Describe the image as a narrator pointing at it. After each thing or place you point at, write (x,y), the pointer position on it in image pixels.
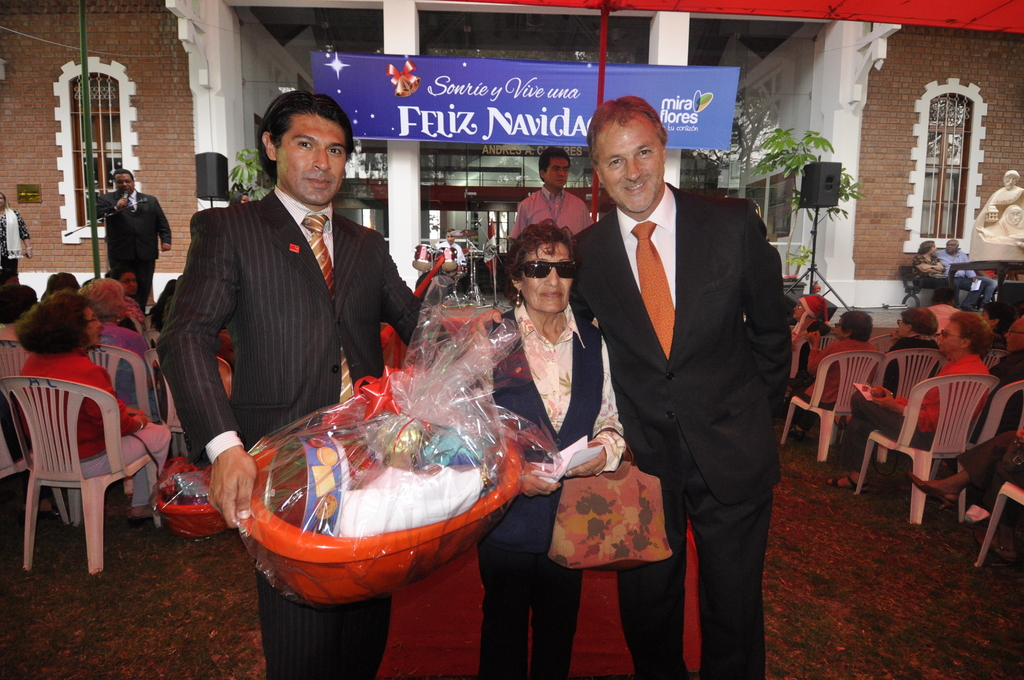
In this picture we can see a group of people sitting on chairs (14,359) and here the man (714,271) is standing wore blazer (727,230) and smiling and in middle (549,300) woman (546,390) is standing wore spectacle (566,264), jacket (508,385) and on left side (331,170) the man (378,311) is smiling and carrying basket (308,578) in his hand (241,467) with gift wrapper (454,418) and in the background (256,130) we can see banner (673,71) and building (180,65) with windows (111,113). Here the person (124,231) is talking on the mic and on right side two persons (972,275) are sitting on a chair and here is a statue (1005,252).
